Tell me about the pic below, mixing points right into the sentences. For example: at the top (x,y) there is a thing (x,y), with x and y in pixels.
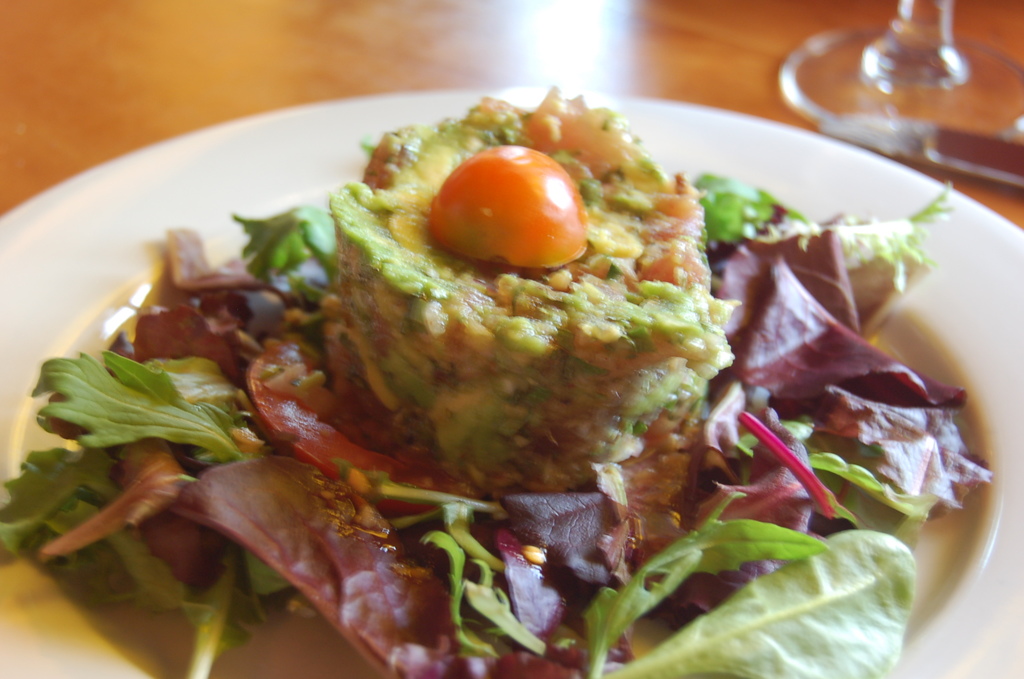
In this image, we can see food (659,353) on the plate (815,191) and there is an object (881,75). At the top (170,38), there is a table (238,58).
